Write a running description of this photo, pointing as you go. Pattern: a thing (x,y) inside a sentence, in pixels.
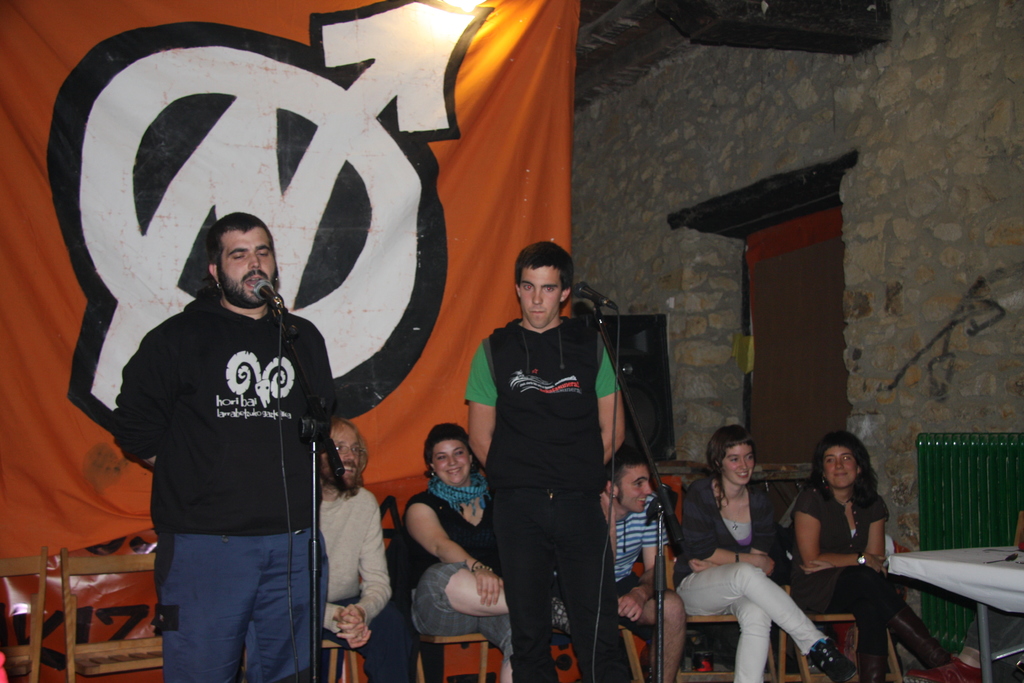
2 men (523,330) are standing wearing black t shirts (278,327). There are microphones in front of them. People (464,577) are seated on the chairs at the back (737,570). There is an orange banner (330,151) behind them. There is a stone wall (975,46) and a speaker (643,352) on the right (985,357).
